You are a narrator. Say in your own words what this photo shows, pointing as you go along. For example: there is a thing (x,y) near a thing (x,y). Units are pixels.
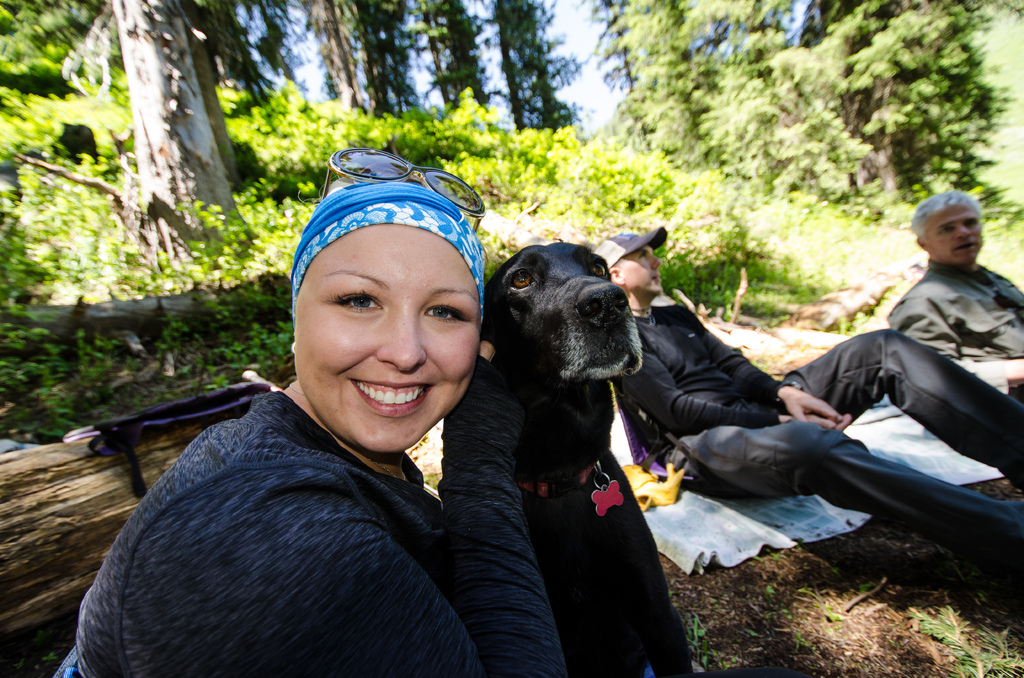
The image is outside of the city. In the image there is a woman (400,409) holding a dog (509,320) on right side (969,275) there are two men (941,305) who is sitting on land (755,561). In background (135,45) there are trees (164,45) with some green leaves (843,27) and sky (589,20) is on top (575,28).
